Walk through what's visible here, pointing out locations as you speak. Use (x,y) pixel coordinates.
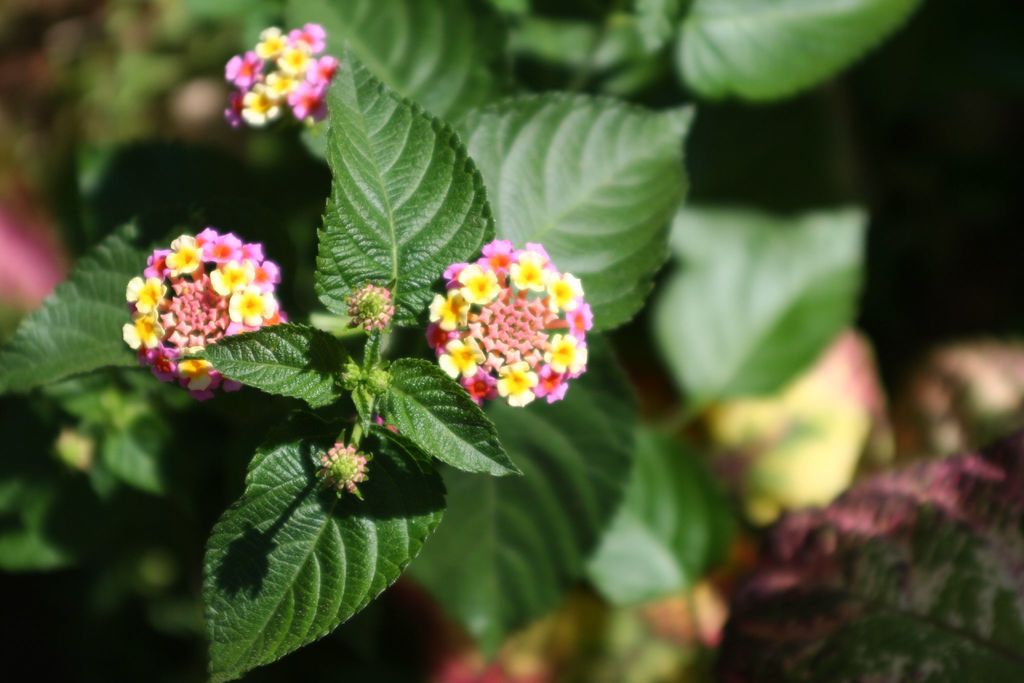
In this picture, we see a plant (512,307) or a tree (496,226). This plant (434,284) has flower (456,302) and these flowers (462,352) are in yellow and pink color. In the background (633,337), we see the plants (761,506). It is blurred in the background (26,144).
